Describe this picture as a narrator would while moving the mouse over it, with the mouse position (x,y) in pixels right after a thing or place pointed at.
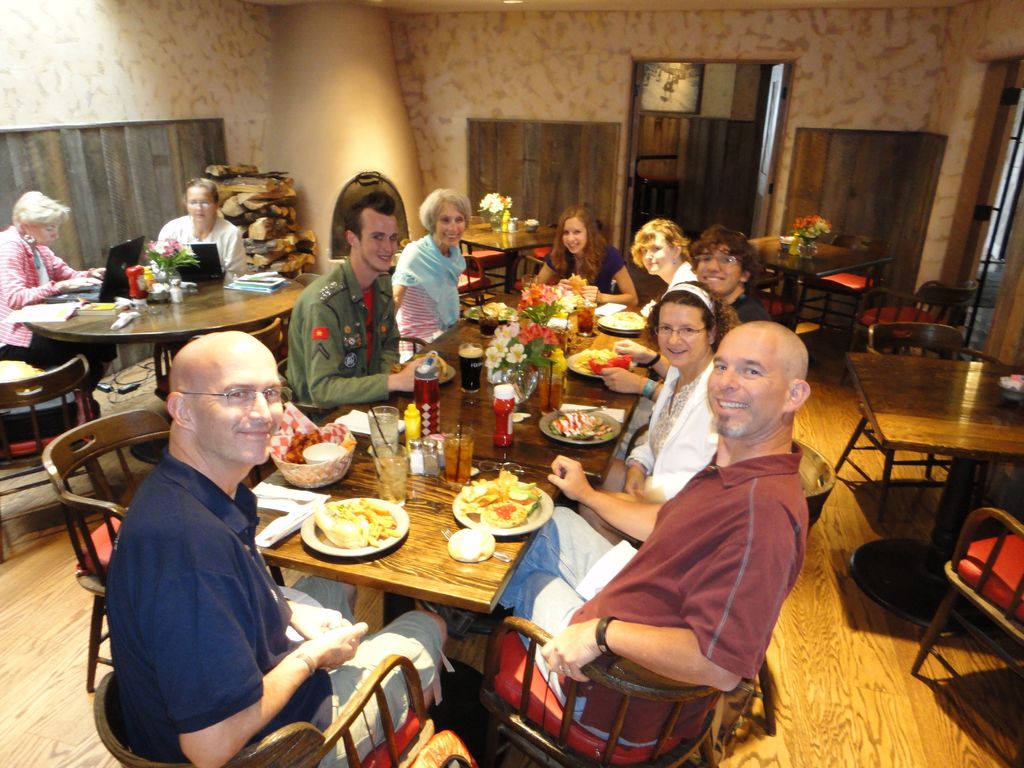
In this picture there are people (167,236) sitting on chairs (52,479) and we can see plates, flowers (526,355), food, bottles (504,425), laptops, glasses (466,380) and objects (417,448) on tables (975,397) and floor (851,418). In the background of the image (340,86) we can see wall (311,89) and door (690,78).
